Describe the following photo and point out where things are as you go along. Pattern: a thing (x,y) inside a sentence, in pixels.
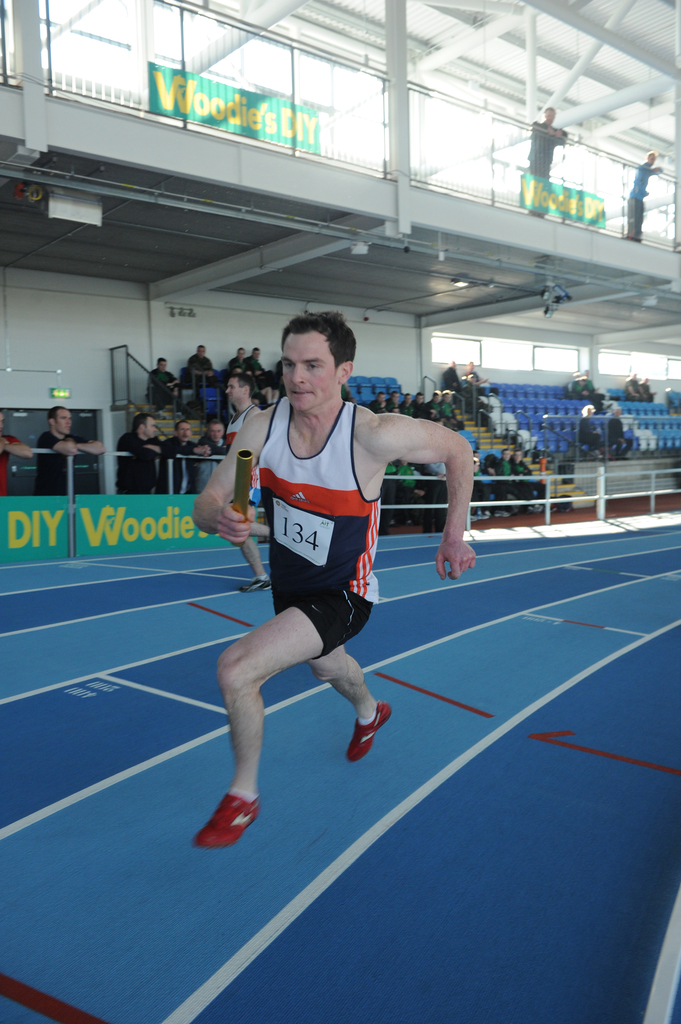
In a stadium (464,434) a person (249,695) is running on the ground (373,778), behind the person (270,521) the spectators (401,402) were sitting and watching the competition. There are two people (642,184) standing and watching the game from the upper floor (123,132).
